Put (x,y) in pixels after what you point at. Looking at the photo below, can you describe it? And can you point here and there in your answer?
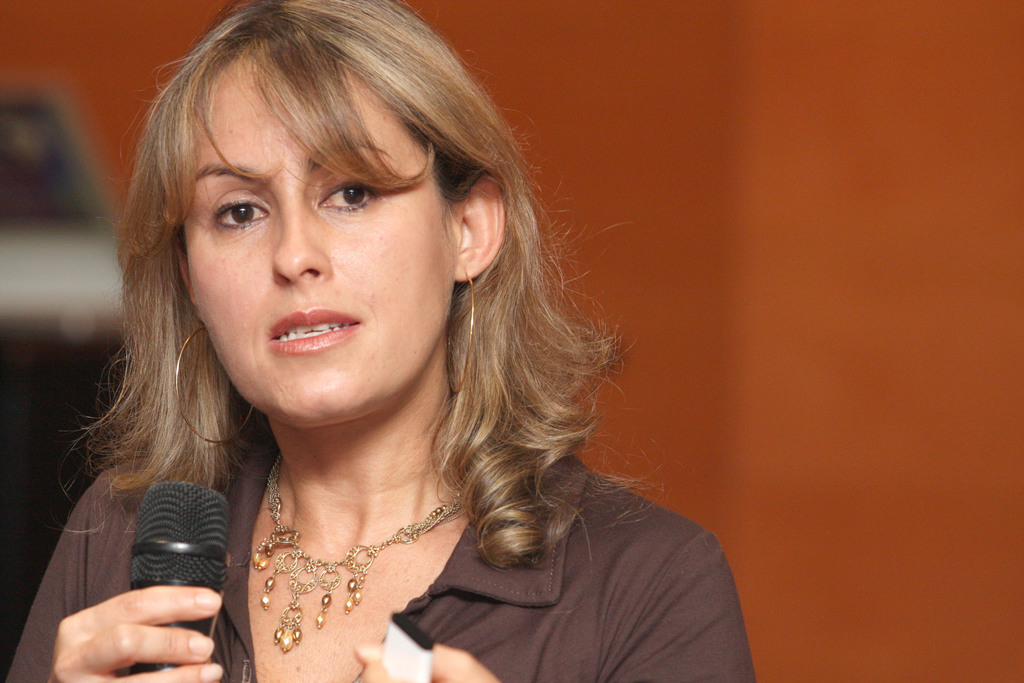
In this picture there is a woman (92,499) holding a mike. She is wearing a brown dress (546,551) and ornament (363,575).
